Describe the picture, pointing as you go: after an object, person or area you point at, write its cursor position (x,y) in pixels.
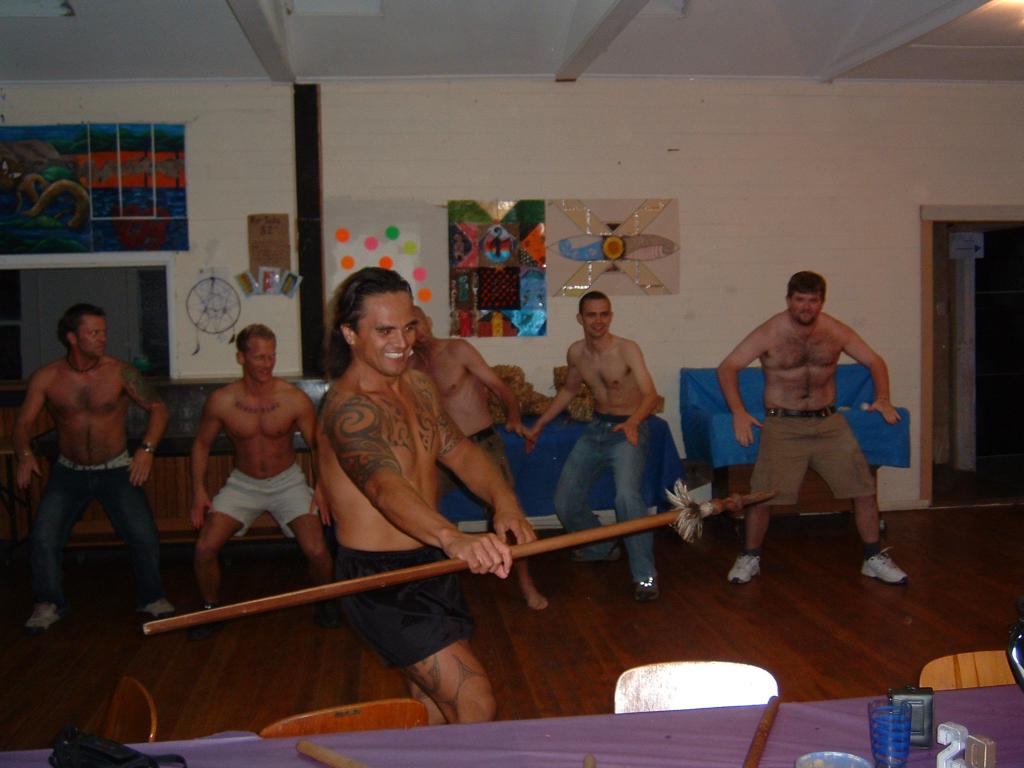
The man (379,534) in front of the picture is holding a stick (460,563) in his hand (456,545). He is smiling. Behind him, we see five men (110,414) standing. At the bottom of the picture (779,737), we see a table (629,730) which is covered with purple color sheet (444,725). On the table (691,747), we see glass (889,722), stick (755,751) and a plate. Behind these people (640,411), we see a table (730,413) which is covered with blue color sheet (688,386). Behind that, we see a white wall (427,154) on which many posters (499,255) are pasted. On the right side (947,289), we see a door (979,296). At the top of the picture (577,57), we see the ceiling (228,76) of the room (232,110).
